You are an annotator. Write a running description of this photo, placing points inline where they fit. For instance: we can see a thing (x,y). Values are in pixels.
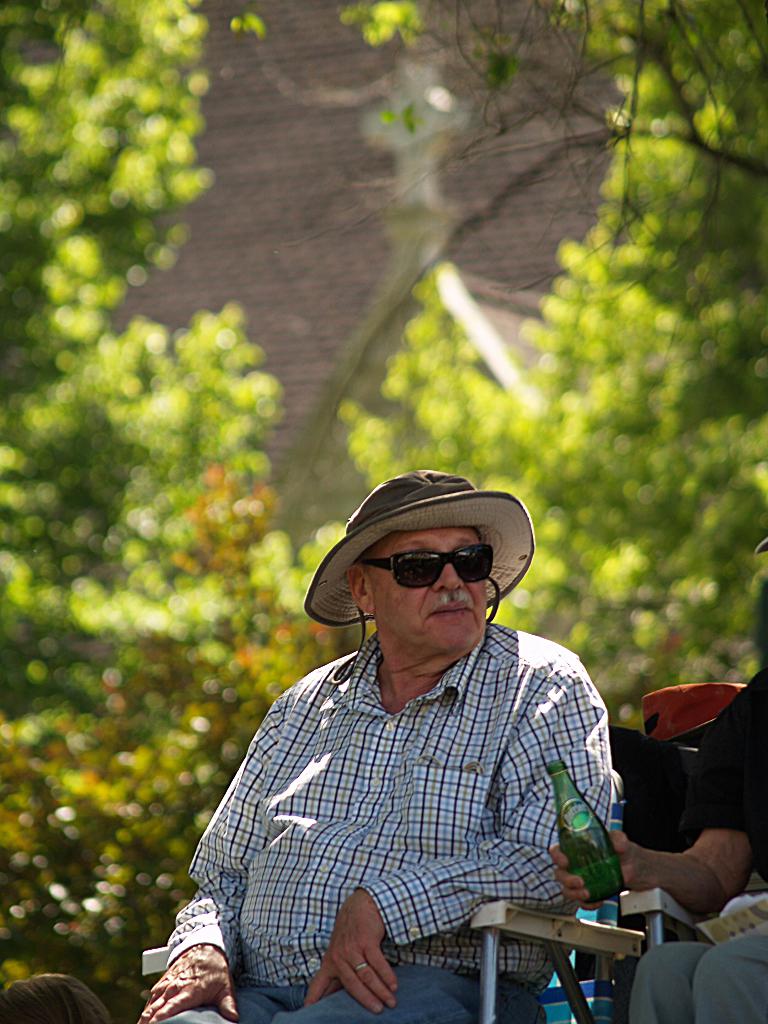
In the image I can see there is a man (392,864) sitting on the chair (602,993) beside him there is another man (755,791) sitting and holding bottle (568,820) at the back (37,744) there are so many trees (720,271).
